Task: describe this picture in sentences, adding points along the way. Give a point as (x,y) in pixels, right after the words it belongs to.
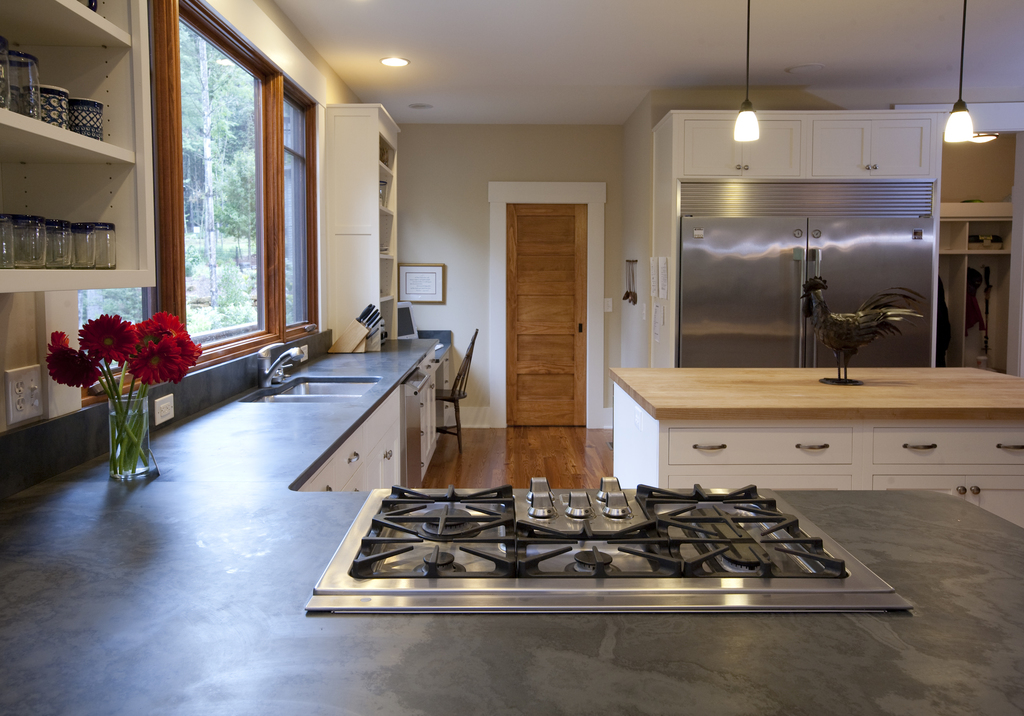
In this image I can see inside view of building (457,348) and there is a kitchen cabinet (351,408), in the cabinet (122,578) I can see glass (115,410) contain flowers (198,353), sink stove (566,569) and in front of cabinet (369,366) there is a chair (464,362) and there is a rack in the top left (31,79) and in the rack (18,183) I can see glasses (33,227) and beside the rack (50,212) there is a window (244,160) and there is another rack (354,172), through window (227,257) I can see trees (224,135) and there is a door (545,346) and table (750,384), lights (752,132), refrigerator (762,275) visible in the middle (565,257), on the table (866,385) I can see hen (848,328).
